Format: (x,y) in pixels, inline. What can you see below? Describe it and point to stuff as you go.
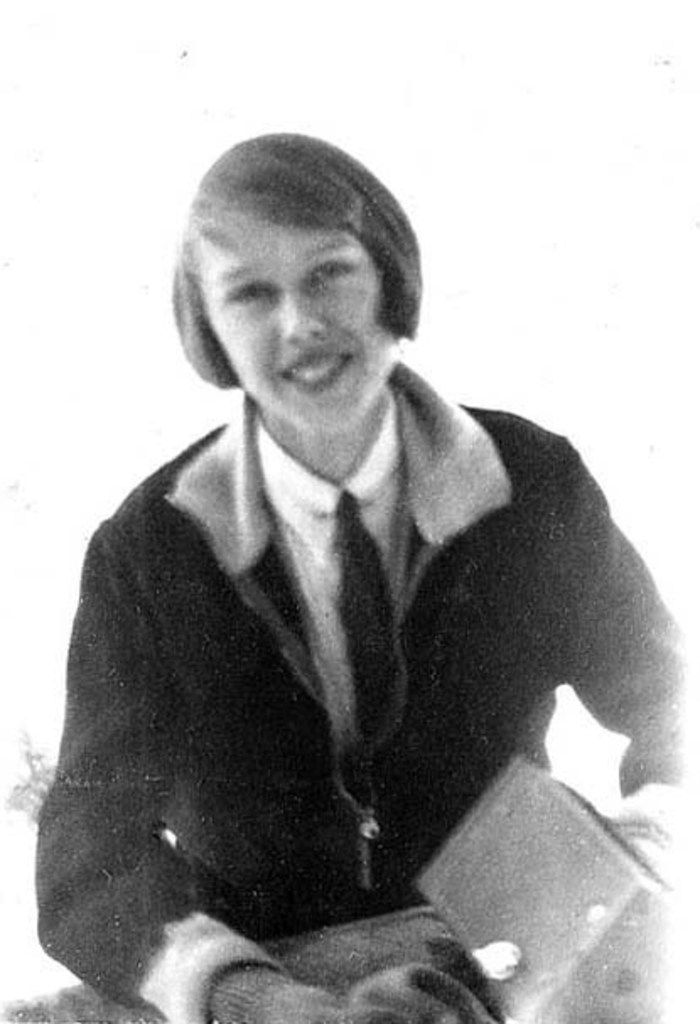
This is a black and white picture. The girl (306,524) in white shirt (306,534) and black jacket (469,782) is holding a box (455,853) in her hand (419,1010) and she is smiling. In the background (488,218), it is white in color.
